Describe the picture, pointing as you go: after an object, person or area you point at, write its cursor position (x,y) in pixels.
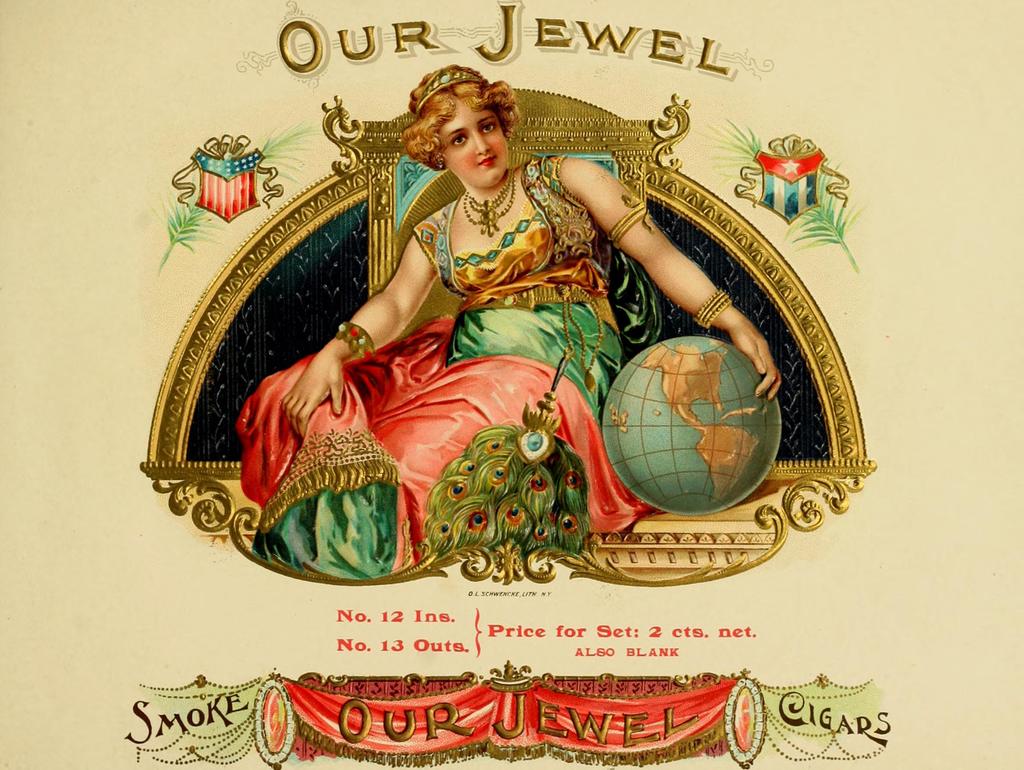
In this image I can see a poster (616,517) in which I can see a woman (443,380) and with some text (600,728) written on it.
